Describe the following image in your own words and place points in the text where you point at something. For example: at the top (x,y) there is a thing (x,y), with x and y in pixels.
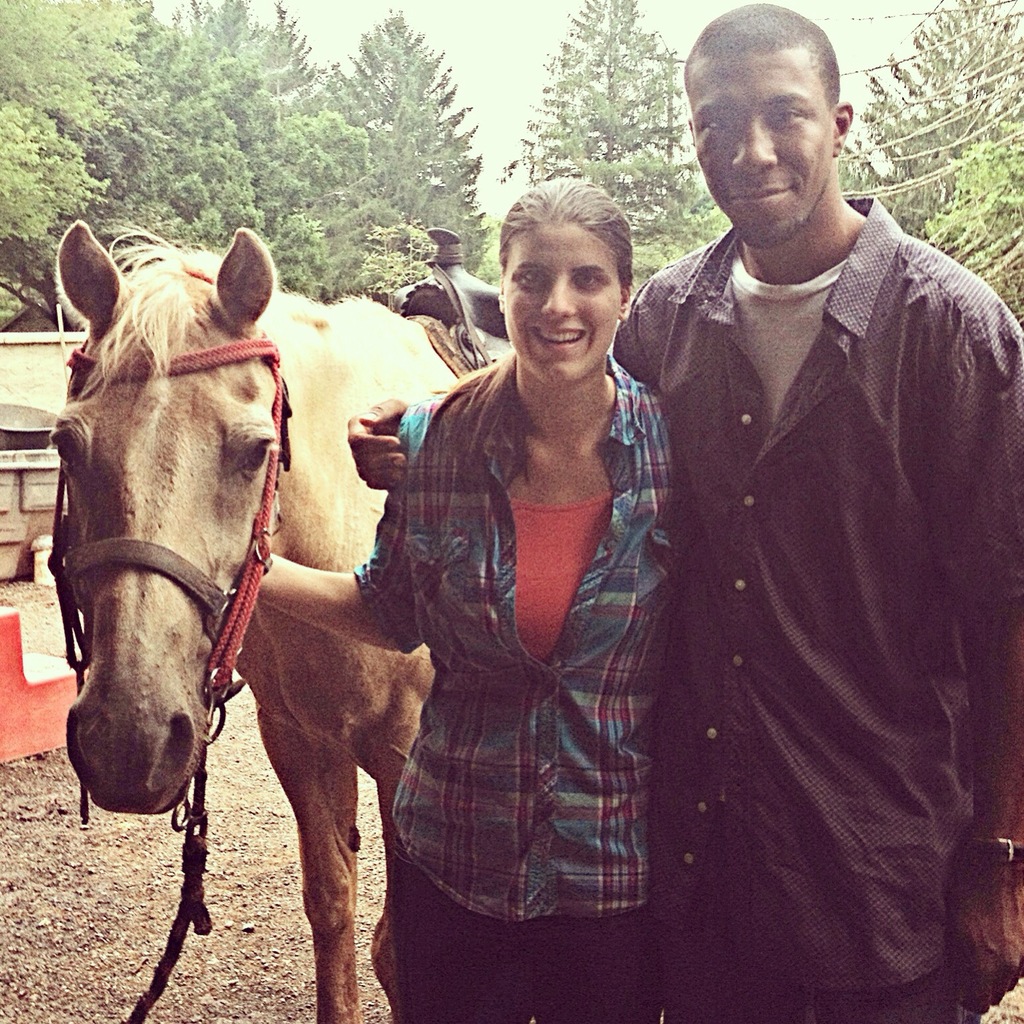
In front of the image there are two people (603,487) having a smile on their faces (539,366). Beside them there is a horse (85,313). On the left side of the image (32,350) there are some objects (54,373). In the background of the image (74,57) there are trees (464,134). At the top of the image (501,87) there is sky (514,53).
